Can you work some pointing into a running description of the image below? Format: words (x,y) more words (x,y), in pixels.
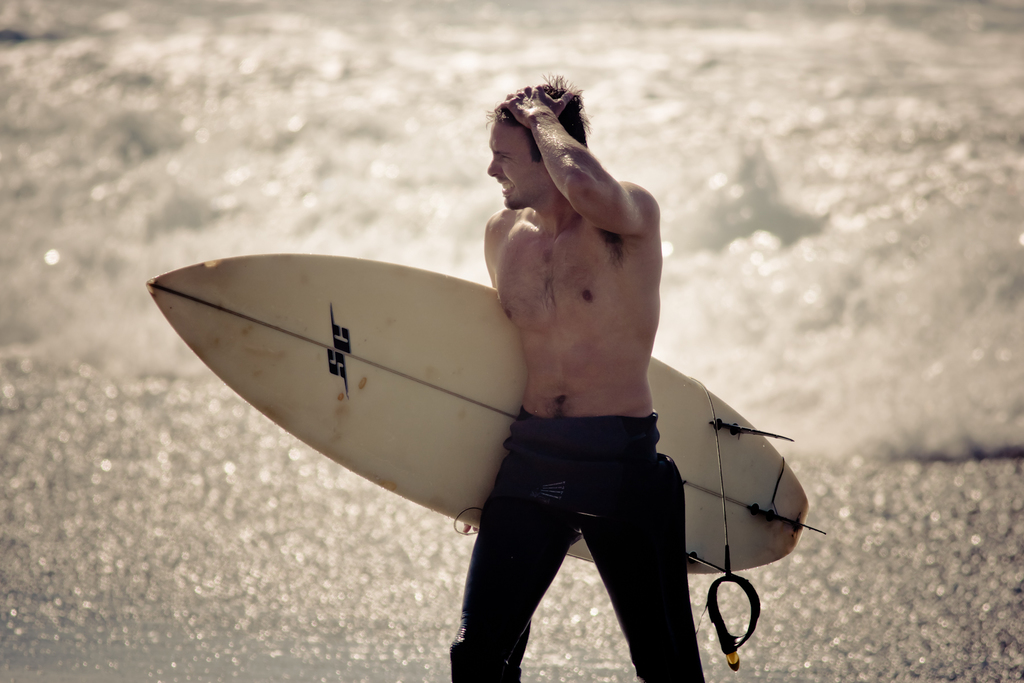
out side of the sea (842,321) person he is walking on the beach (241,609) and he is holding the surfboard (466,420).
